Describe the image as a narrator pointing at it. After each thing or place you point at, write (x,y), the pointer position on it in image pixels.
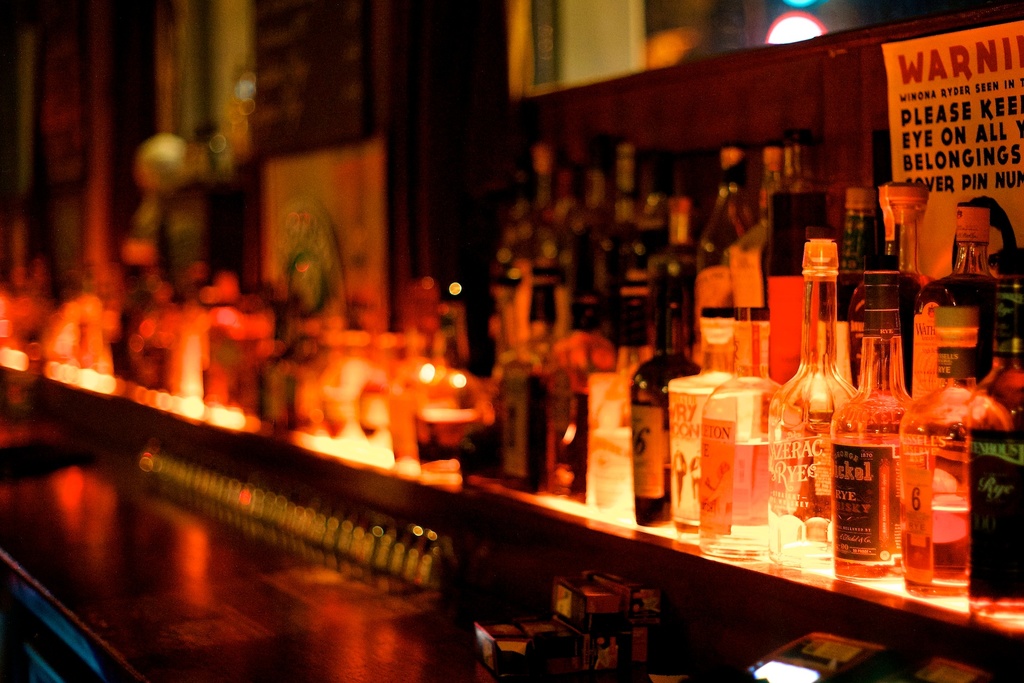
In this image we can see a bottles (802,389).
